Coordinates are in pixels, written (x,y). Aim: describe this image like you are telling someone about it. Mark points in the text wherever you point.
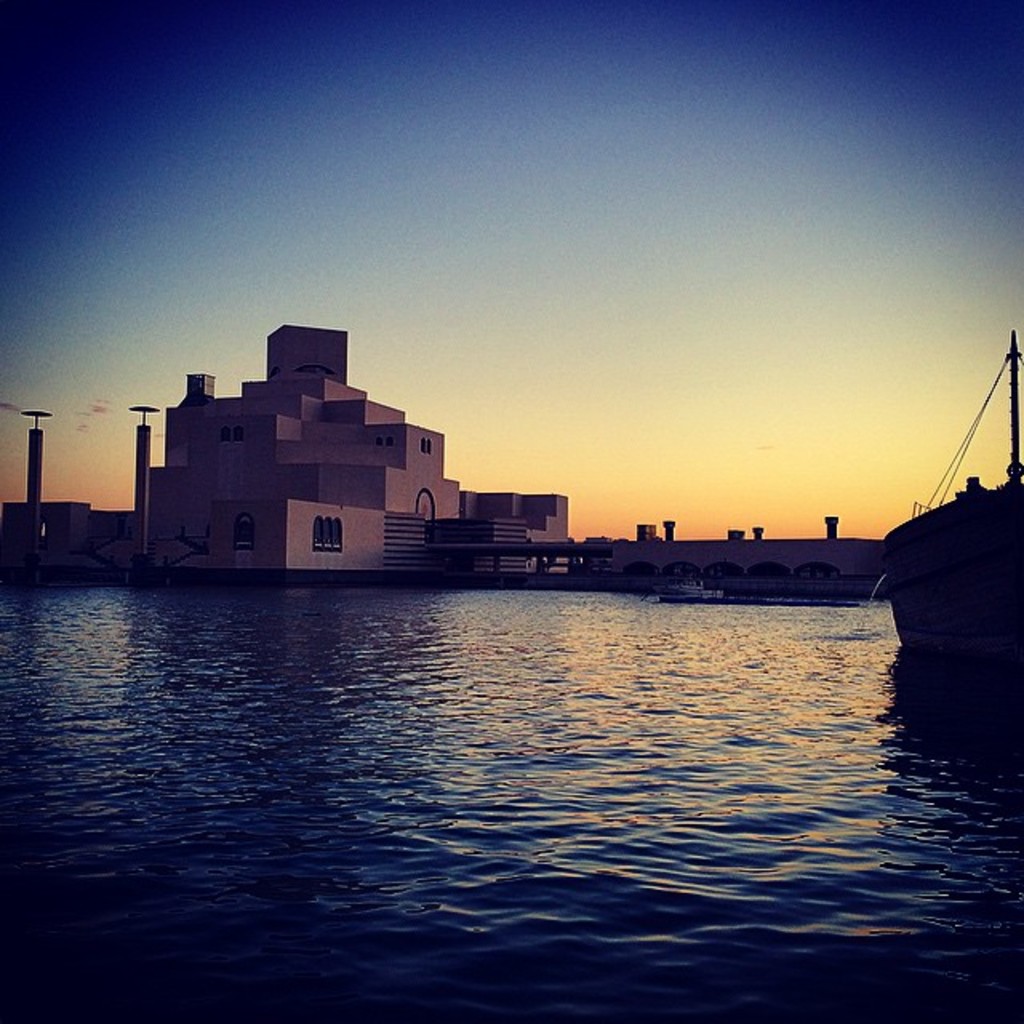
In the foreground (343,715) I can see a boat (975,571) in the water (389,786). In the background (301,548) I can see a building (314,544), bridge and poles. On the top (493,271) I can see the sky (520,148). This image is taken in the evening.
